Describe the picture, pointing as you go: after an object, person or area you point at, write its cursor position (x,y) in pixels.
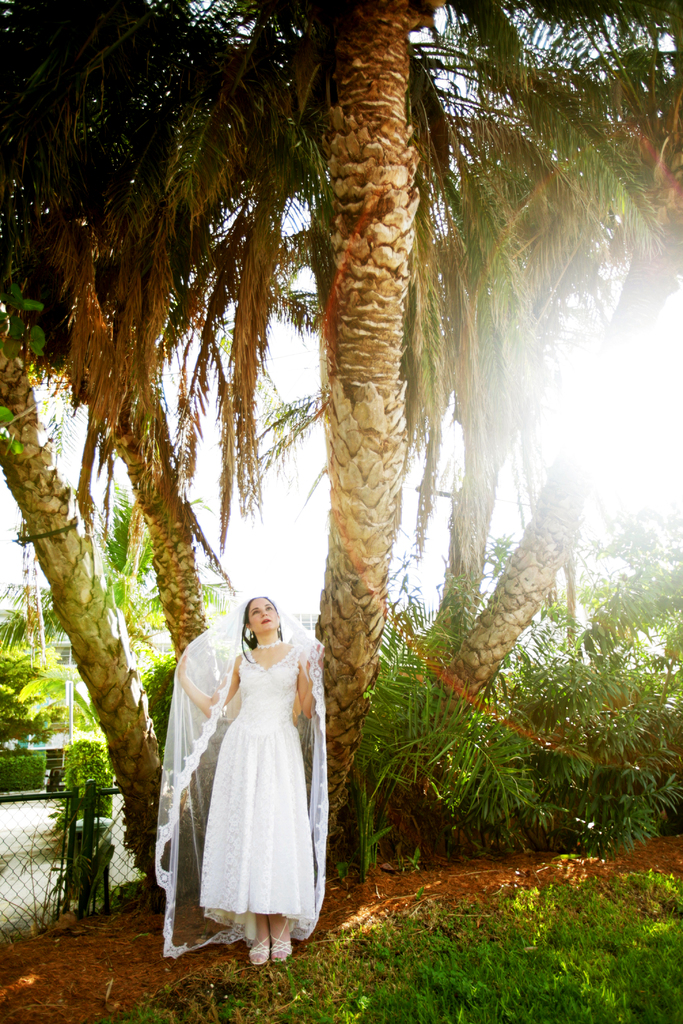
In this image we can see a woman (176,881) standing on the ground (333,943). Here we can see grass (488,990), fence (45,806), plants (28,770), and trees (38,138). In the background (670,389) there is sky (670,389).
